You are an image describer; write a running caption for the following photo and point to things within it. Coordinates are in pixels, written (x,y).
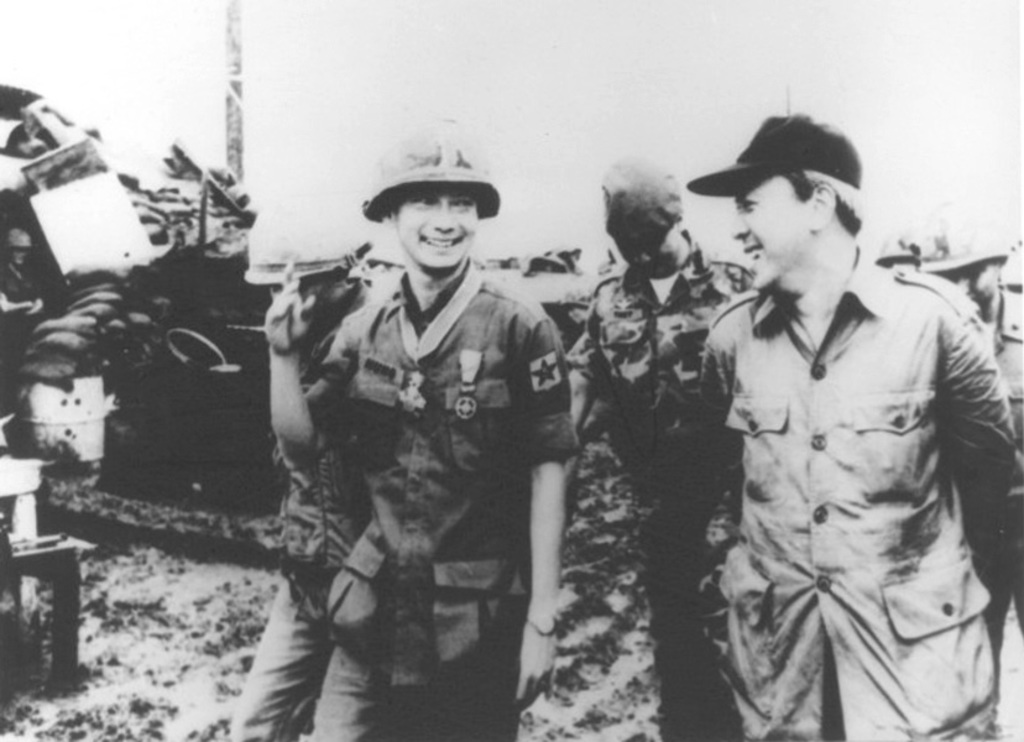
It is an old black and white picture, there are few people (417,353) laughing by seeing at each other and behind them there are some objects (198,290).
